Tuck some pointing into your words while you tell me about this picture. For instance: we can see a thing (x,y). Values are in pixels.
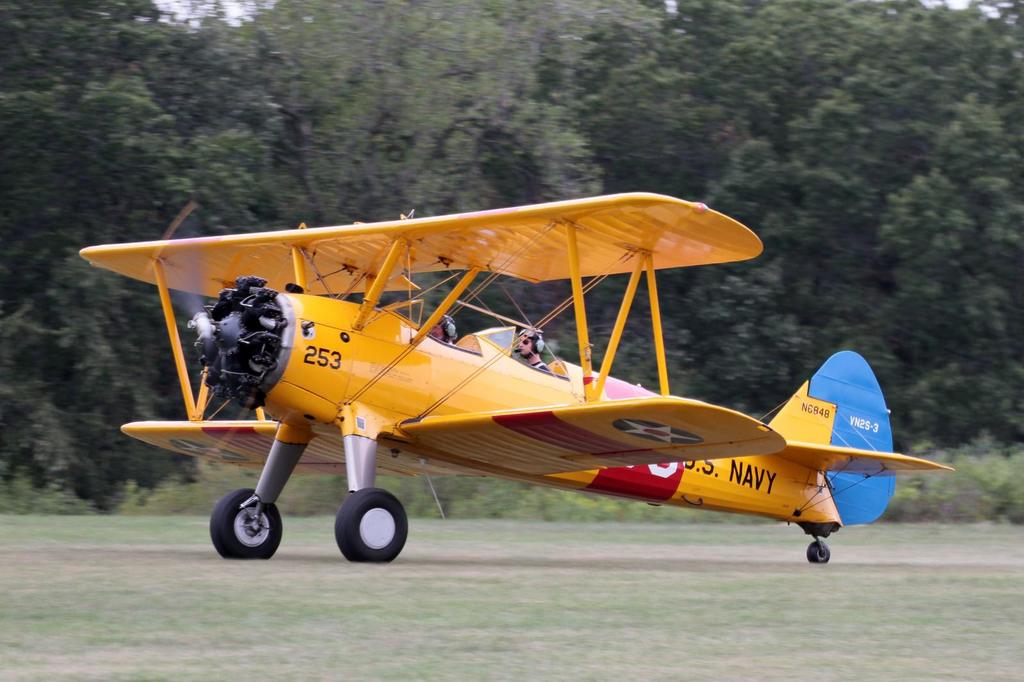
In this image I can see an open ground (787,545) and in the centre (447,417) I can see a yellow colour aircraft (812,536). I can also see two persons (447,318) are sitting in it and in the background (387,178) I can see number of trees (980,371) and plants (505,514).
